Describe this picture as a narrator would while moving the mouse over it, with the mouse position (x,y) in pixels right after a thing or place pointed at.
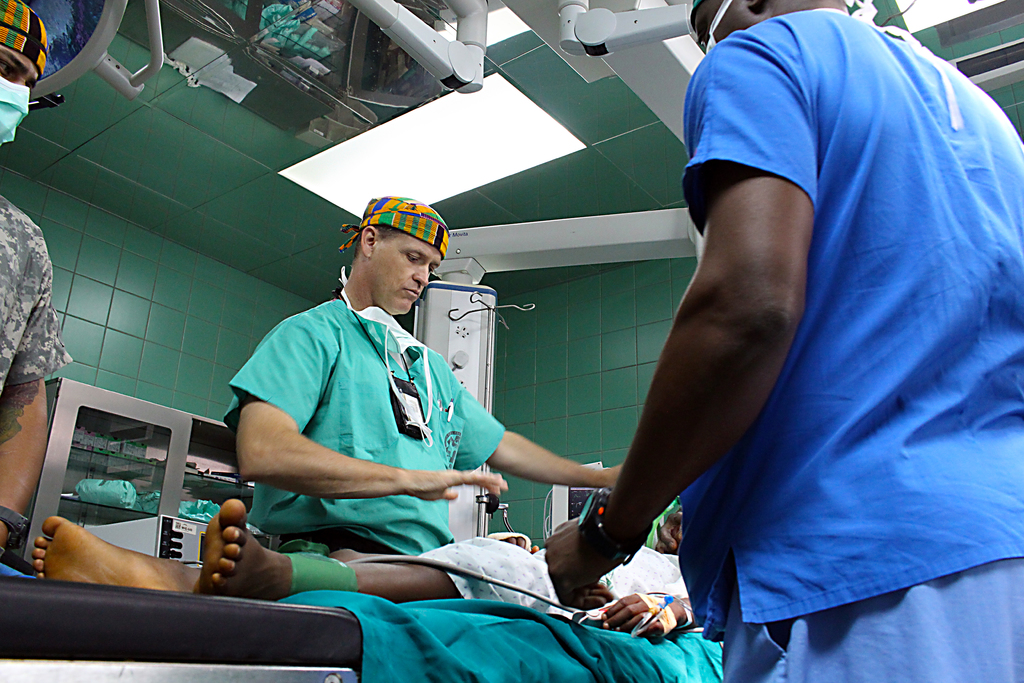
In this picture there are three people (49,275) standing and there is a person (271,560) lying on the bed (461,619) and we can see equipment (175,422). In the background of the image (228,280) we can see wall (510,316). At the top of the image (543,119) lights (531,119) and ceiling (587,112).
